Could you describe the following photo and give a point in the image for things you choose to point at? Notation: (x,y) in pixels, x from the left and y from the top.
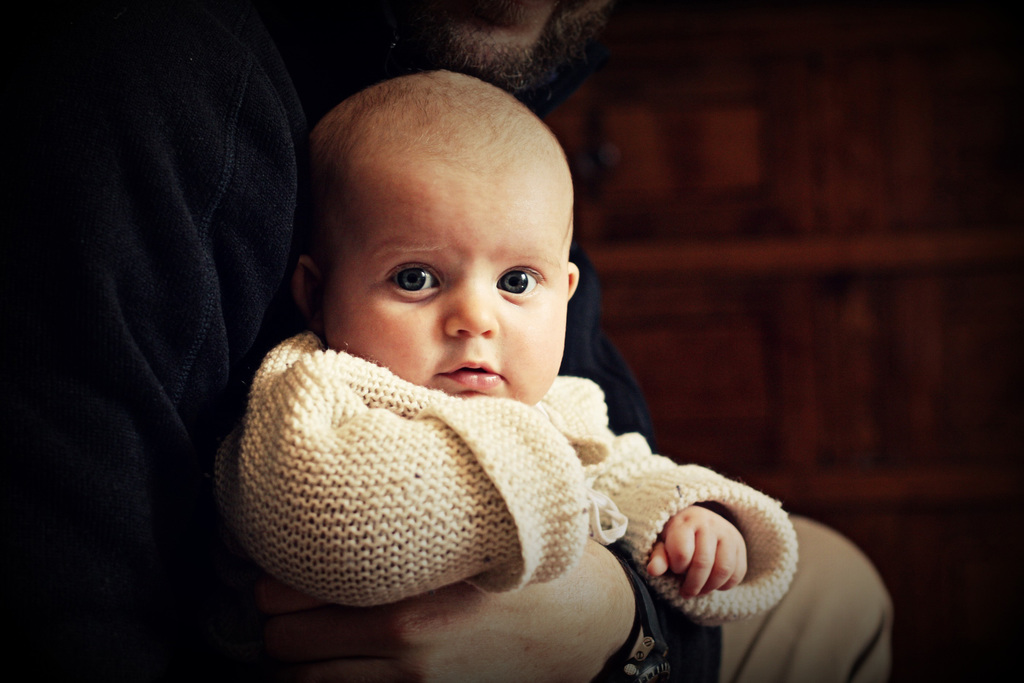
In this image we can see a kid (408,398) who is wearing white color dress (399,495) is held by a person (180,247) who is wearing black color dress (203,318).
